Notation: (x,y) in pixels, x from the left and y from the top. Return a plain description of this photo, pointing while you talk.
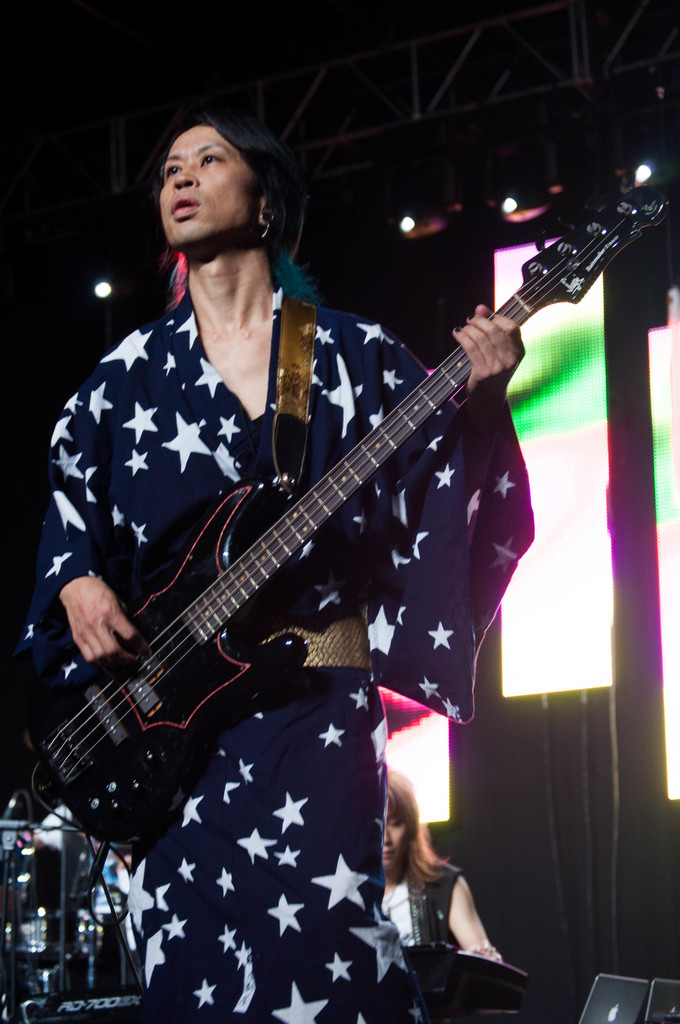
In front of the picture, we see a man (249,417) is standing and he is holding the guitar (239,562). He is playing the guitar (146,766). In the left bottom (122,1009), we see the musical instruments (123,996). Behind him, we see a girl (433,871) is playing the musical instrument (430,964). In the right bottom (613,980), we see the laptops (630,1020). In the background (572,570), we see a board (561,542) in green and yellow color. At the top (509,202), we see the lights (419,233). In the background (381,274), it is black in color. This picture is clicked in the dark.
